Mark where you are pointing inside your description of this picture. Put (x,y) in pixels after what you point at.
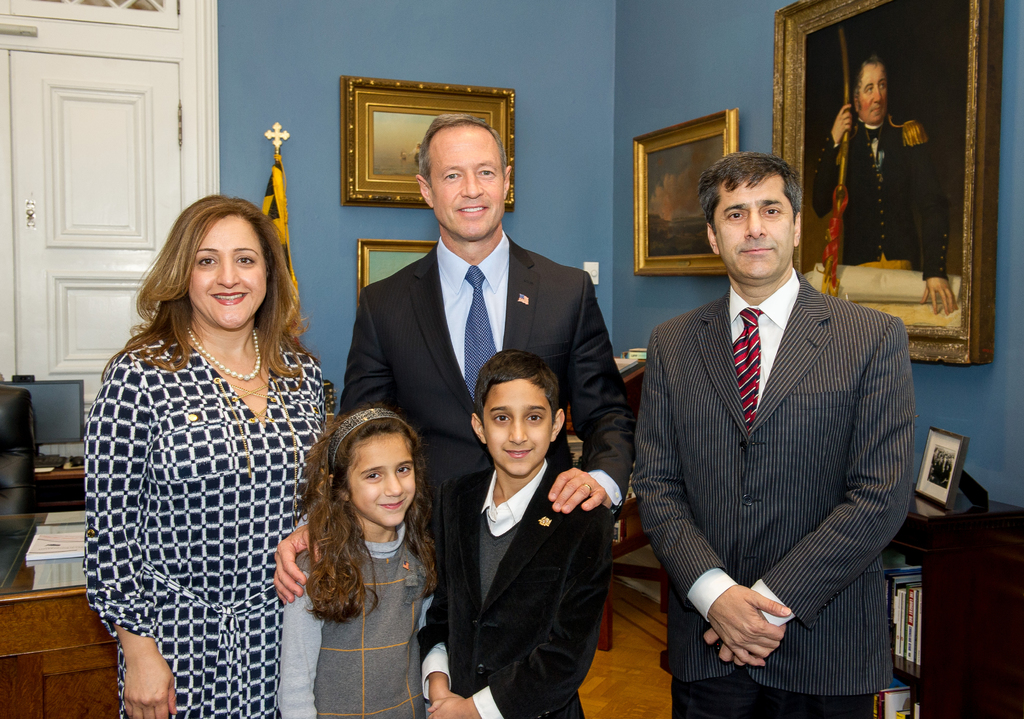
This picture is taken inside the room (340,513). In this image, in the middle (355,458), we can see three people (581,363) and two kids (444,630) is standing. On the right side (909,602), we can see some books (907,586) on the shelf (943,575), on the shelf (957,589), we can see a photo frame (969,487). On the right side (833,156), we can see two photo frames (823,139) attached to a wall (686,63). On the left side (8,716), we can also see another table (48,560) and chair (15,492), on that table (3,542), we can see some books (44,542), monitor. In the background (146,234), we can see a door (44,222).
